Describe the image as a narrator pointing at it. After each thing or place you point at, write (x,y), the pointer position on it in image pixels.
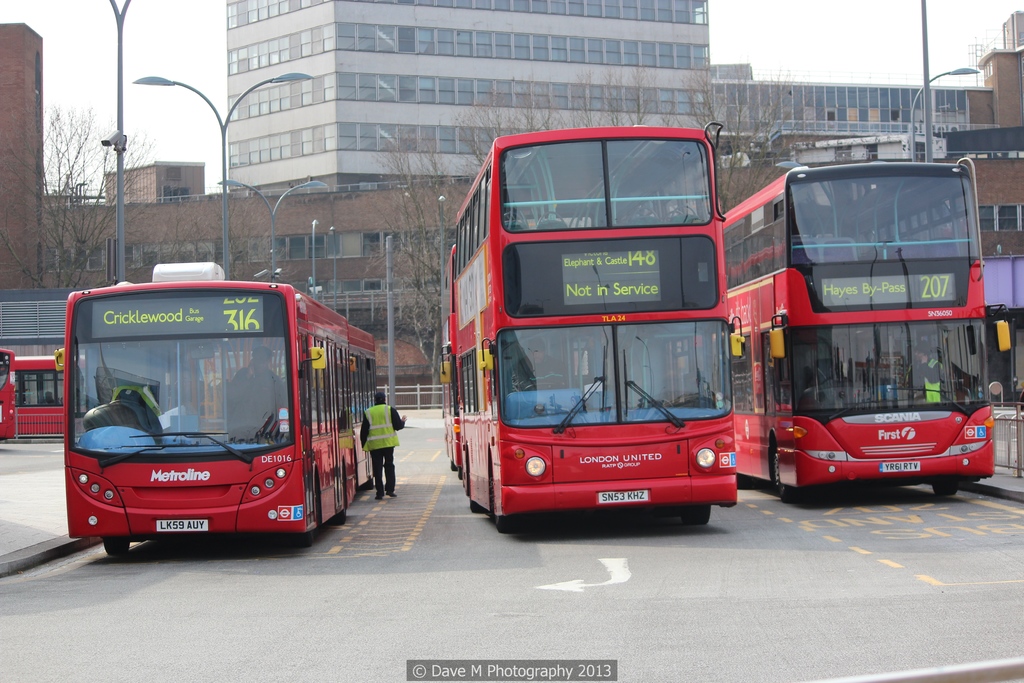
In this picture, we see a red color double decker bus (684,382) and a red color bus (196,367) are moving on the road (494,545). Beside that, we see a man (375,446) in a green jacket (391,430) is walking on the road (398,566). Behind that, we see the railing (417,395). There are street lights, trees (396,271) and buildings (370,162) in the background (526,122). On the left side (46,421), we see a red bus (34,391) and a railing (51,437). At the top of the picture (140,78), we see the sky (156,60).
